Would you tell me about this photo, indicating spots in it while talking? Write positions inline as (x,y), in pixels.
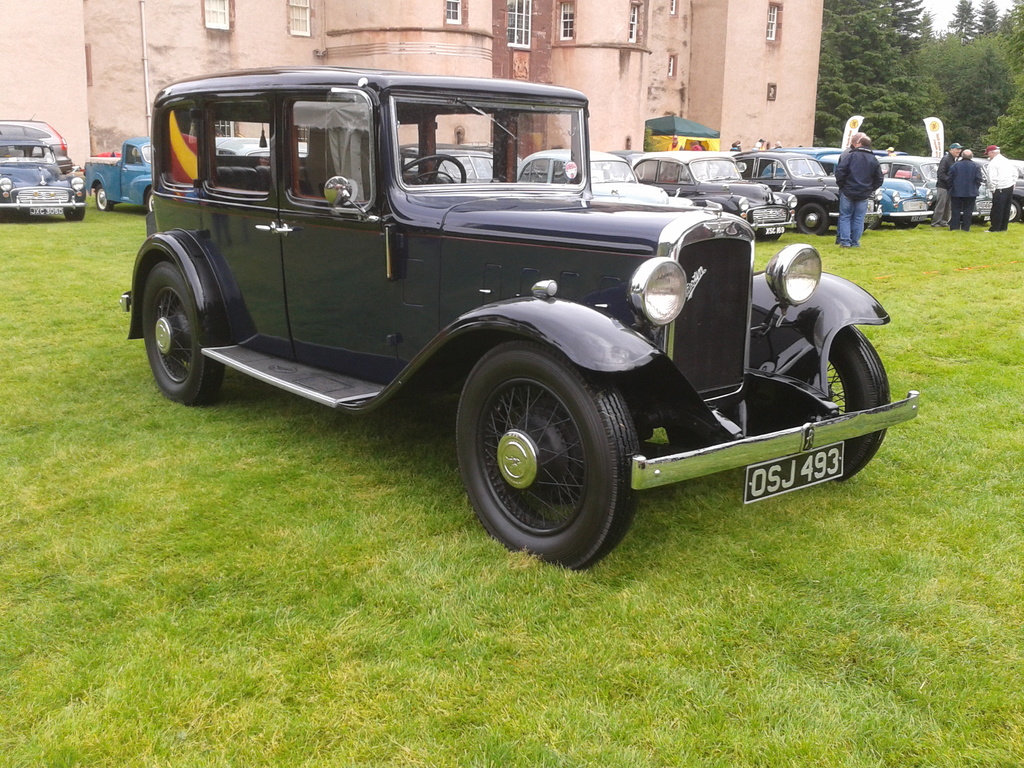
In this image we can see some vehicles (783,316) and there are few people (959,185) standing on the right side of the image (971,181) and we can see grass (385,710) on the ground (802,715). In the background (672,30), we can see a building (597,40) and some trees (948,45).
